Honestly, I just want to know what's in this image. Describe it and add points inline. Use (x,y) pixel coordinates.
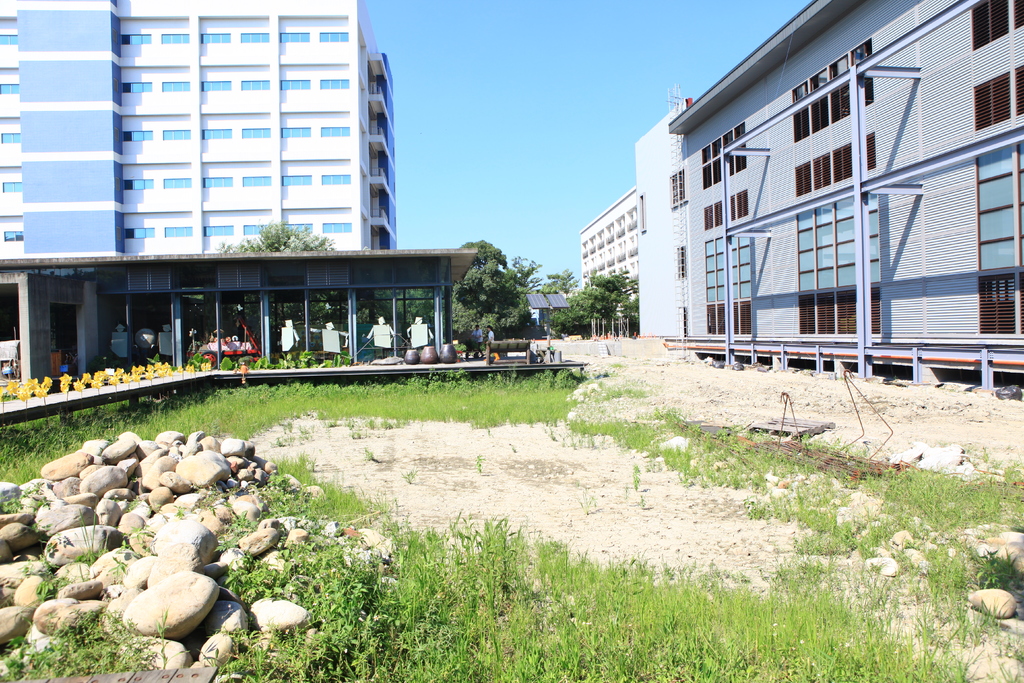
In this picture we can see grass (419,391), plants (119,572) and rocks (119,485). There are people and we can see vehicle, shed (88,331), buildings (106,331), trees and objects (422,339). In the background of the image (541,105) we can see the sky (539,107) in blue color.
